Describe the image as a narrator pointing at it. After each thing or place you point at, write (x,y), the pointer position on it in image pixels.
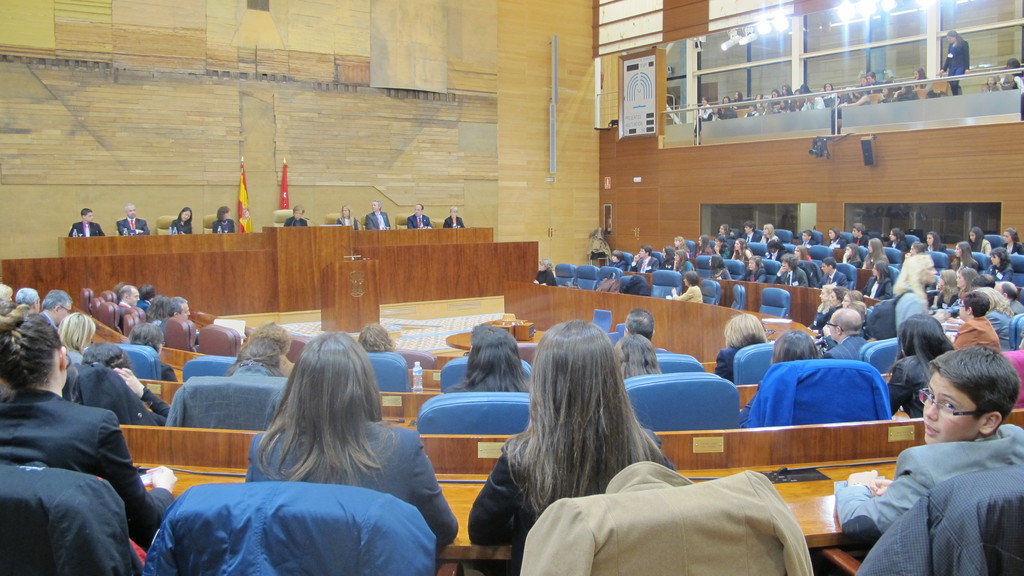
There are group of people (769,230) sitting on chairs (89,295) and we can see objects (171,227) on table (314,263). In the background (332,119) we can see flags (286,186) and wooden wall (269,177). On the right side of the image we can see lights (873,16) and there is a person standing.
